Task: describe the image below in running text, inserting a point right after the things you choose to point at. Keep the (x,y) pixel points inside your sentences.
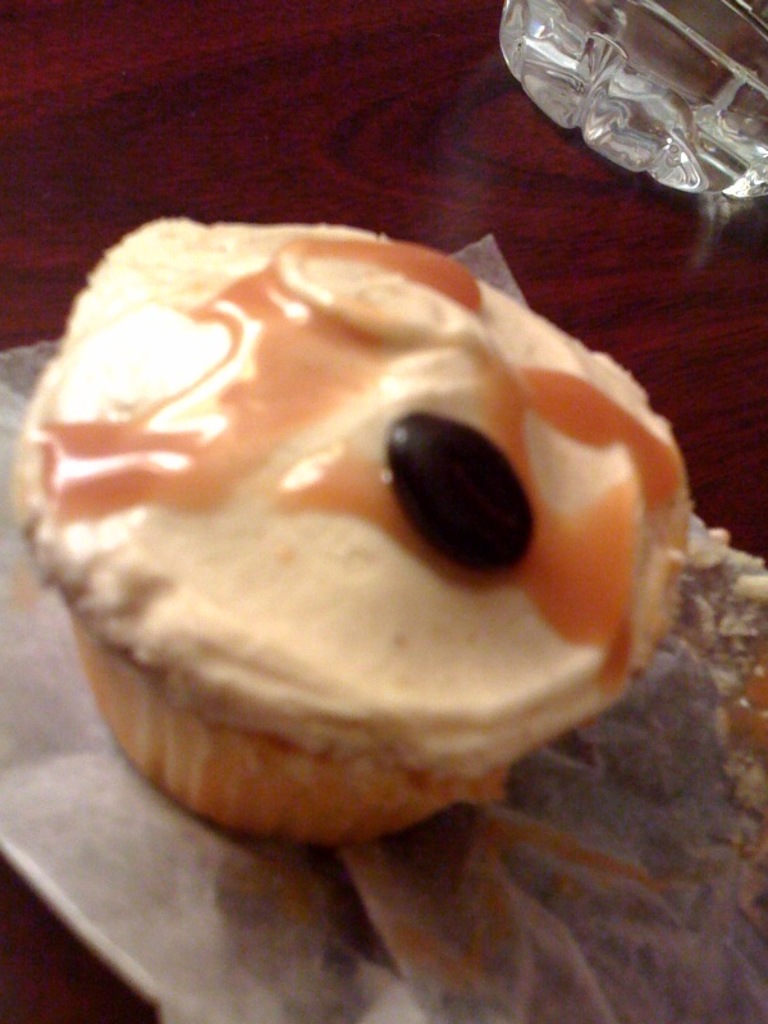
In this picture we can observe cupcake (360,621) which is in cream color, placed on the maroon color table (315,187). There is a glass (624,108) on the right side (598,101).
